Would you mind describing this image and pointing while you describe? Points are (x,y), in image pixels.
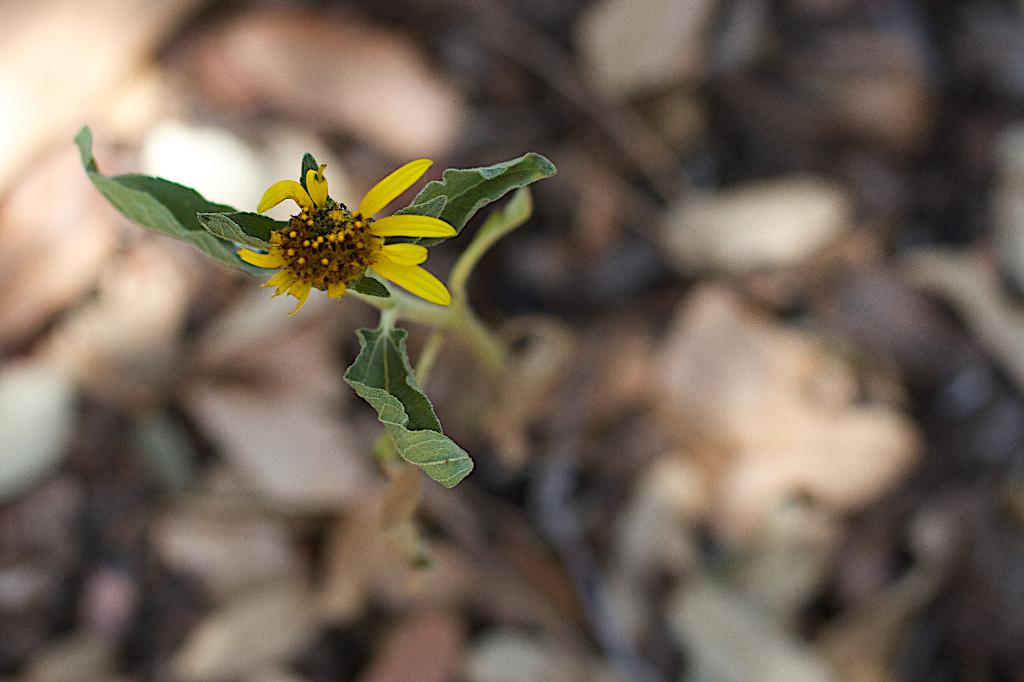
In this image we can see a flower (373,263) which is in yellow color and there are leaves (506,193).
